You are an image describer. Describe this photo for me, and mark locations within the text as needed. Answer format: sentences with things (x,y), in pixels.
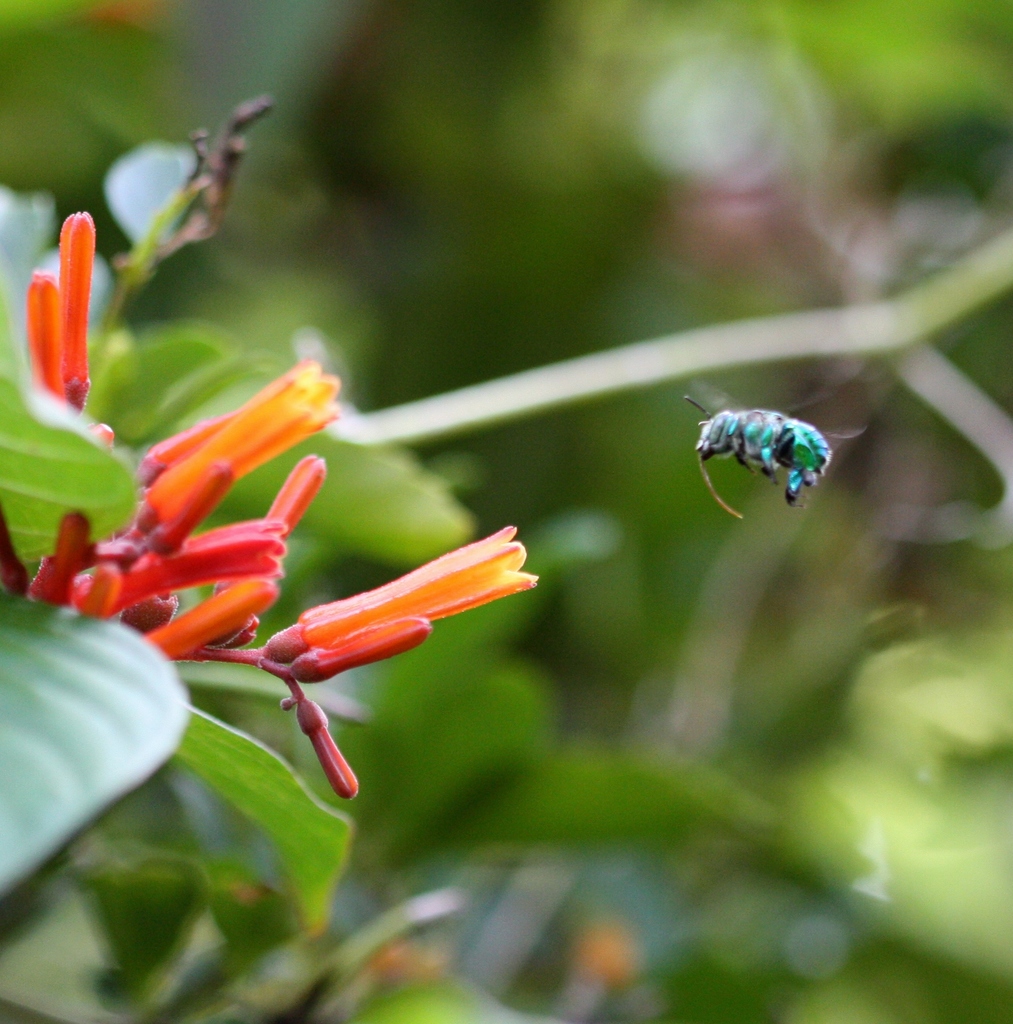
In this image I can see a fly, flowers (373,617) and plants (511,653). This image is taken may be during a day.
